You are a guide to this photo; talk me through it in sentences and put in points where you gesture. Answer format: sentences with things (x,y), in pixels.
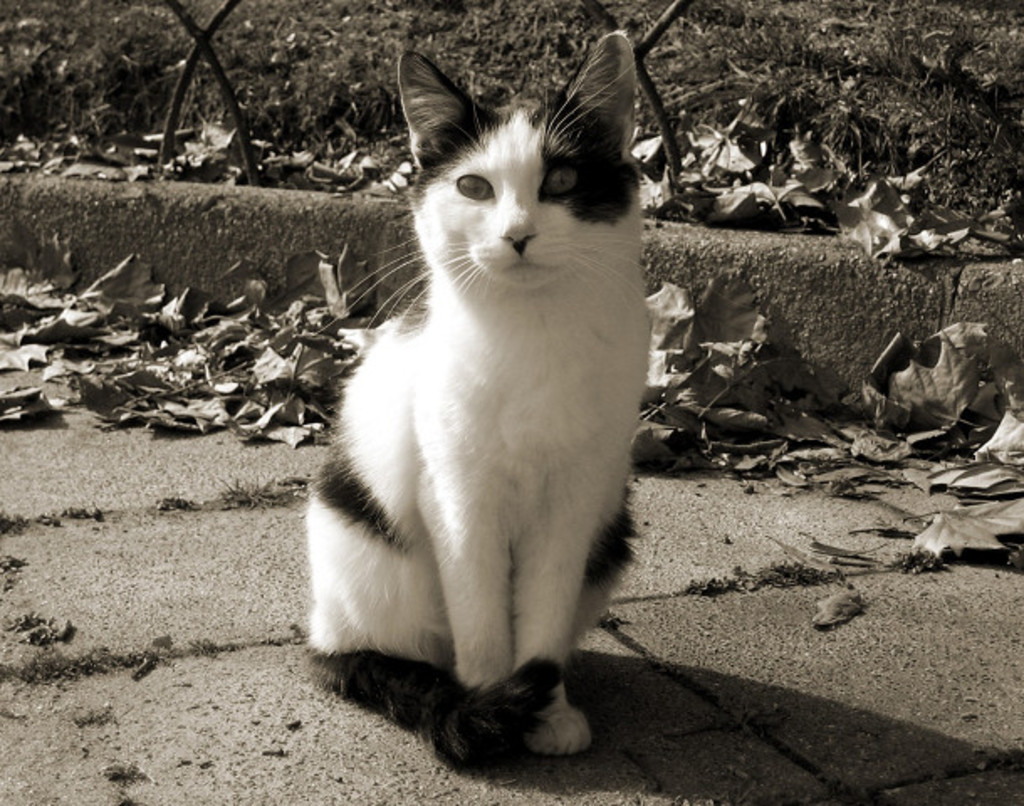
This is a black and white image. In the center of the image (357,359) we can see a cat (477,411) is sitting on the ground (288,662). In the background of the image (656,383) we can see the dry leaves (101,297), rods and plants (960,161).
